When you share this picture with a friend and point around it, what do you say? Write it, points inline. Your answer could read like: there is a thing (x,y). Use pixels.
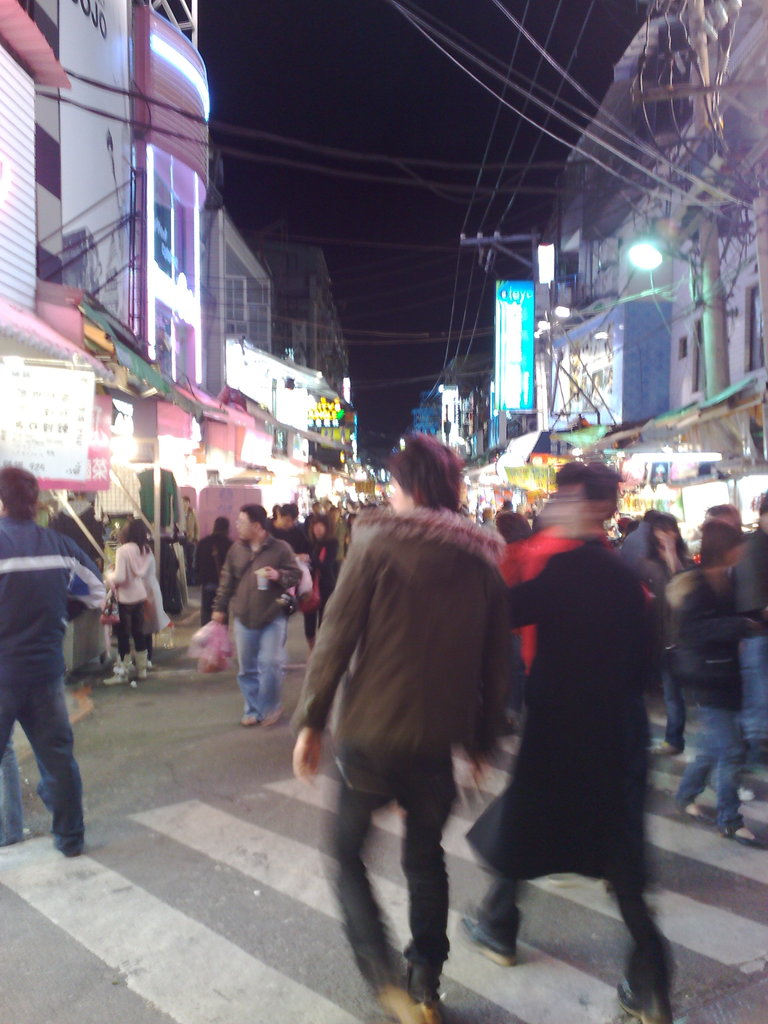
There is a crowd (340,650) on the road (194,666) at the bottom of this image (589,718), and there are some buildings (463,417) in the background (613,260). We can see current poles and wires (463,348) on the right side of this image (517,214), and there is a sky (317,163) at the top of this image (395,108).
